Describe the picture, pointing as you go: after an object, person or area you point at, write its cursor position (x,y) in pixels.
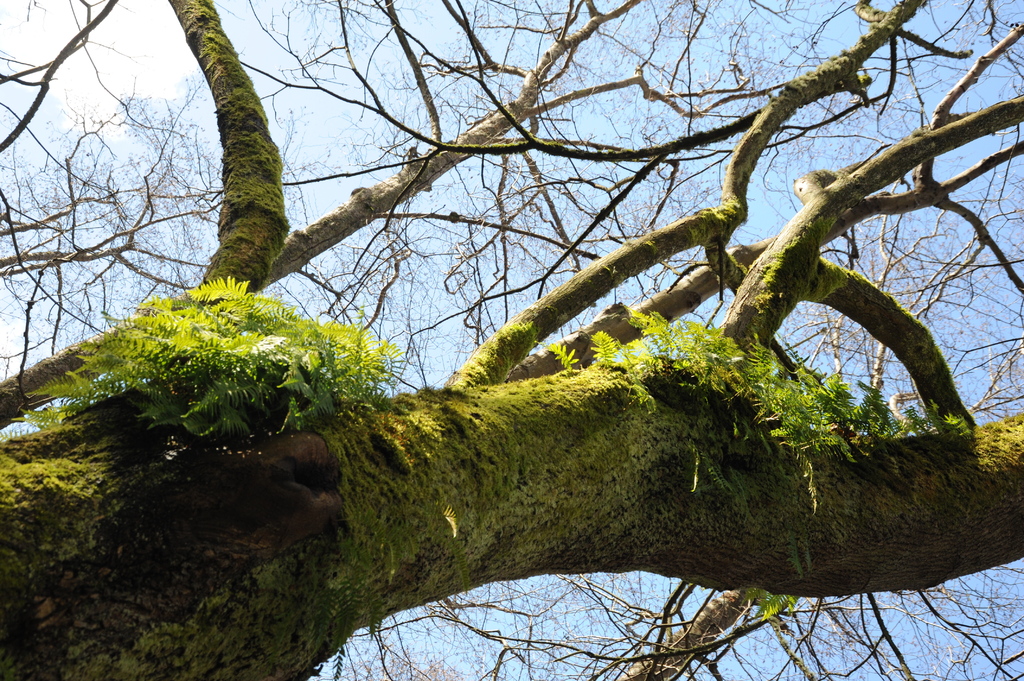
In this image there is one tree (272,271) and some branches (282,261), and in the background (297,133) there is sky (639,594).
